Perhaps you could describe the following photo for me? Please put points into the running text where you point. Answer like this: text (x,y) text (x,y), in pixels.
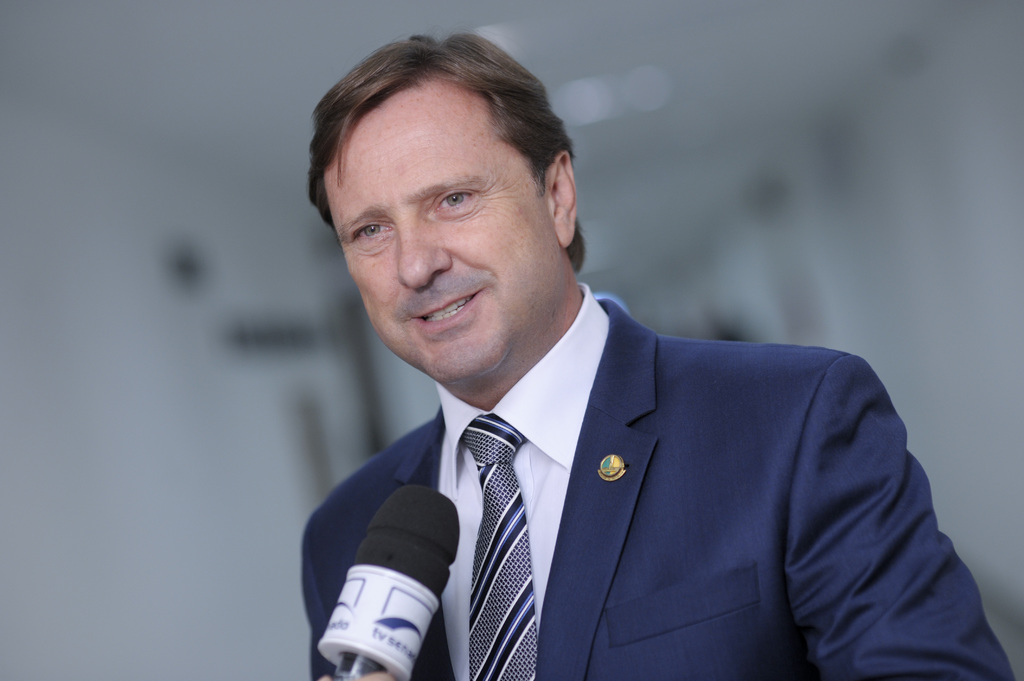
In this image I can see a person (551,395) wearing white shirt (552,424), blue tie (512,626) and blue blazer (641,537) is smiling and I can see a microphone (412,554) in front of him. I can see the blurry background (795,235) which is white in color.
